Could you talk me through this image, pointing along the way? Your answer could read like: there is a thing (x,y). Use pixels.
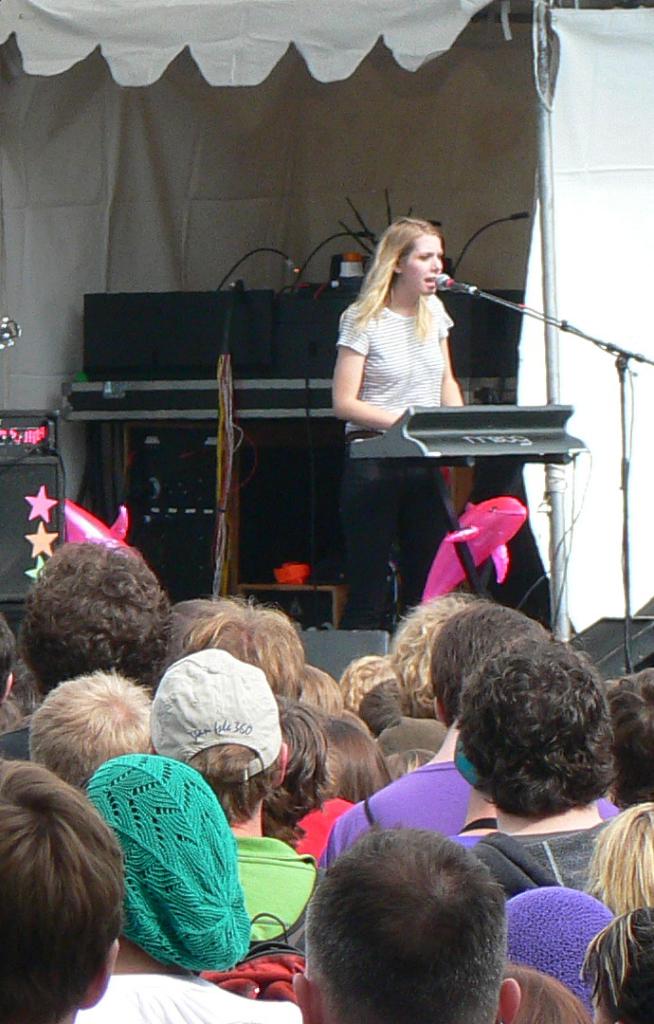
At the bottom of the picture (302,789), we see many people (463,759). In the middle of the picture (404,390), we see a woman (378,309) in white T-shirt (415,405) is standing. In front of her, we see a musical instrument (429,434) and a microphone (613,347). She is talking on the microphone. On the left side (0,527), we see a speaker box (13,437). Behind her, we see recorders (254,312) and microphones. In the background (314,111), we see a sheet (261,161) in white color. She might be standing under the white tent (408,14).
